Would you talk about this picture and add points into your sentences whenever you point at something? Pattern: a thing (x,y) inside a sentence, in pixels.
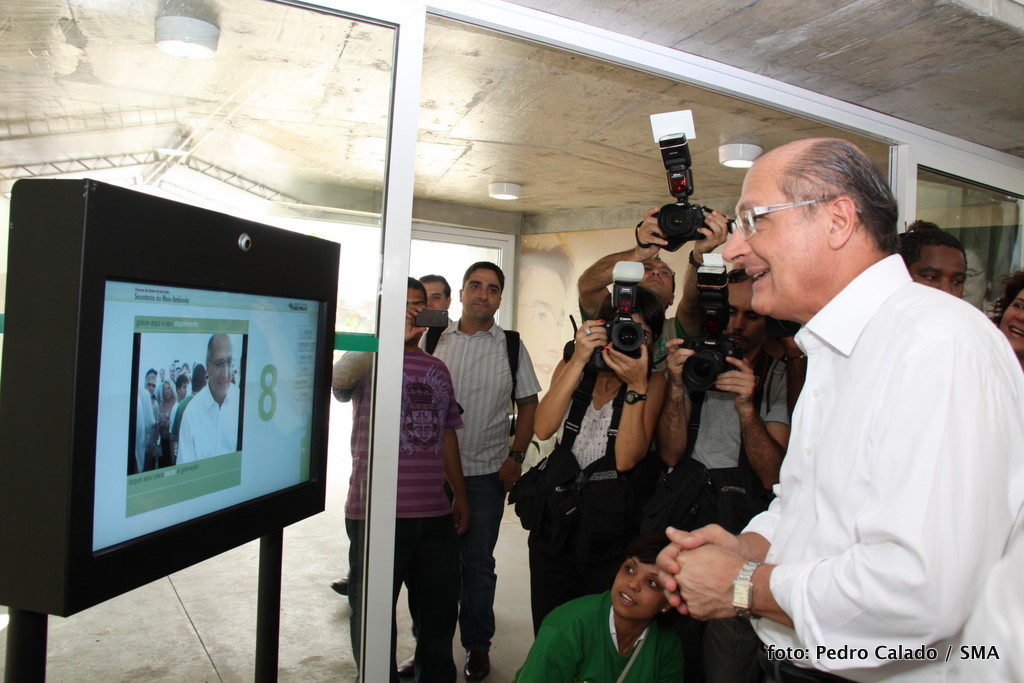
In this image there are few people (434,459) standing and capturing photographs of a person (857,364) in white shirt (857,511). In the left (156,437) there is a screen (216,434). In the right (946,657) there is a logo (770,657). Image also consists of lights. At the top (729,177) ceiling (625,122) is visible.
